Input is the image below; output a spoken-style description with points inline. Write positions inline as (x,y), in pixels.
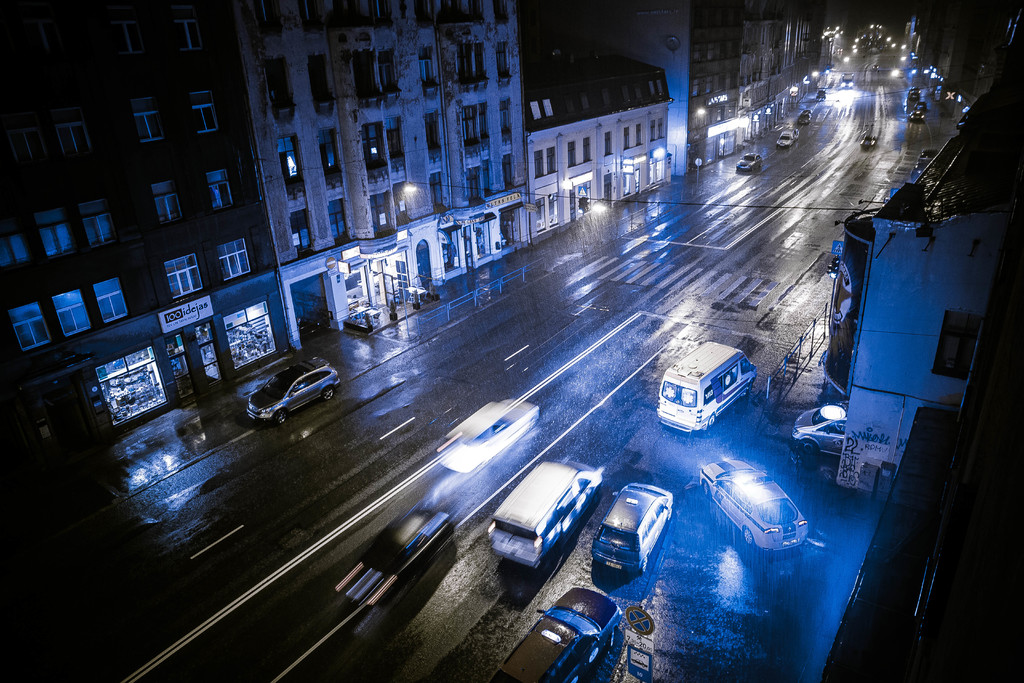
There are vehicles (548,680) on the road (166,641). On both sides of this road (779,311), there are buildings (994,641). And the background (900,2) is dark in color.
